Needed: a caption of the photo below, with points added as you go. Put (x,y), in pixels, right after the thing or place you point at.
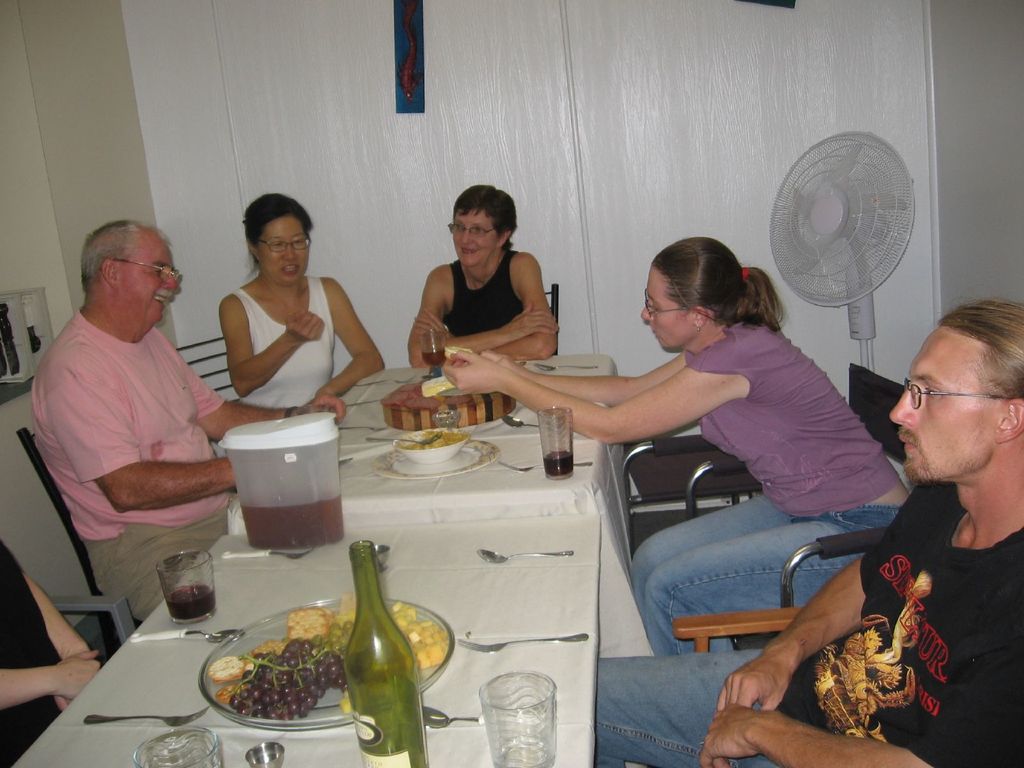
In this picture there are people (451,281) those who are sitting around the dining table (469,581), there are glasses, spoons (492,557), and food items (439,634) on it, there is a fan (858,190) in the background area of the image (847,214).
